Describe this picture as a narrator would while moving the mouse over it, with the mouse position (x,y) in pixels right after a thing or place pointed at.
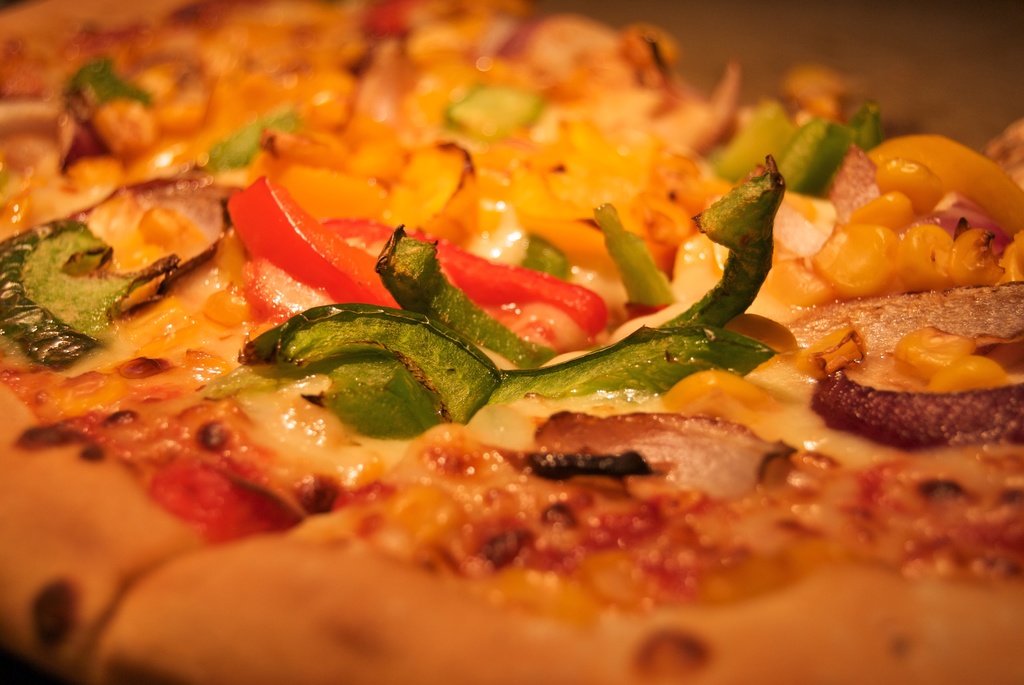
As we can see in the image there is a dish (470,349).
